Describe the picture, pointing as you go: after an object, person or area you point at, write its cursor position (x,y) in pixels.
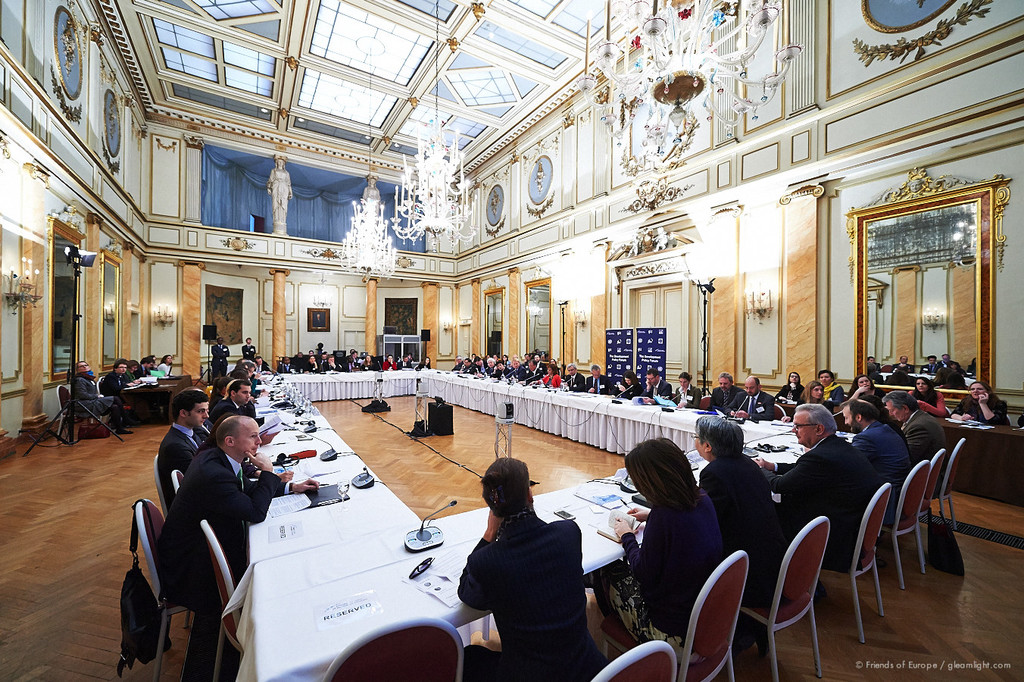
In this image i can see a inside view of a building (102,533) and there are the some chandelier (444,128) hanging on the roof (426,121), there is a sculpture (289,184) visible on the wall (255,332) and there the people (222,486) sitting around the table (770,434), on the table (399,535) there are some papers (430,577) kept on the table (324,522), books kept on the table (306,539).
